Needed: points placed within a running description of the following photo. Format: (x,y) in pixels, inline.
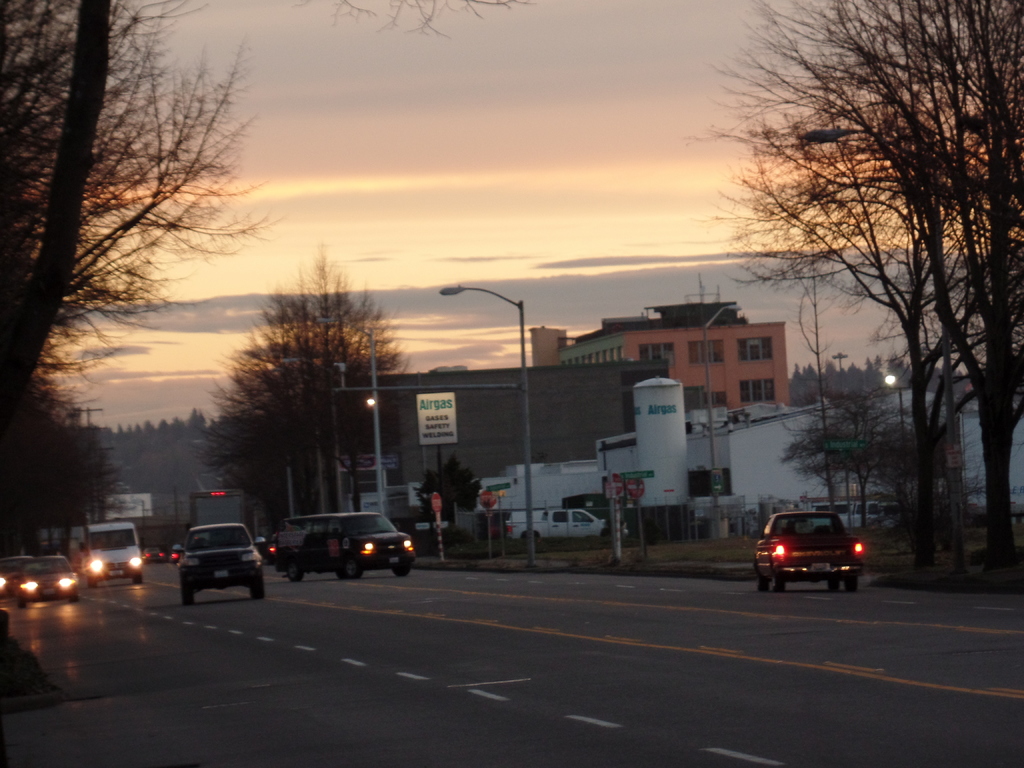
In the image there are few vehicles (35,591) going on the road (478,710) with trees (21,463) on either side of it, in the back (745,375) there are buildings (674,370) and above its sky (477,224) with clouds (561,53).
